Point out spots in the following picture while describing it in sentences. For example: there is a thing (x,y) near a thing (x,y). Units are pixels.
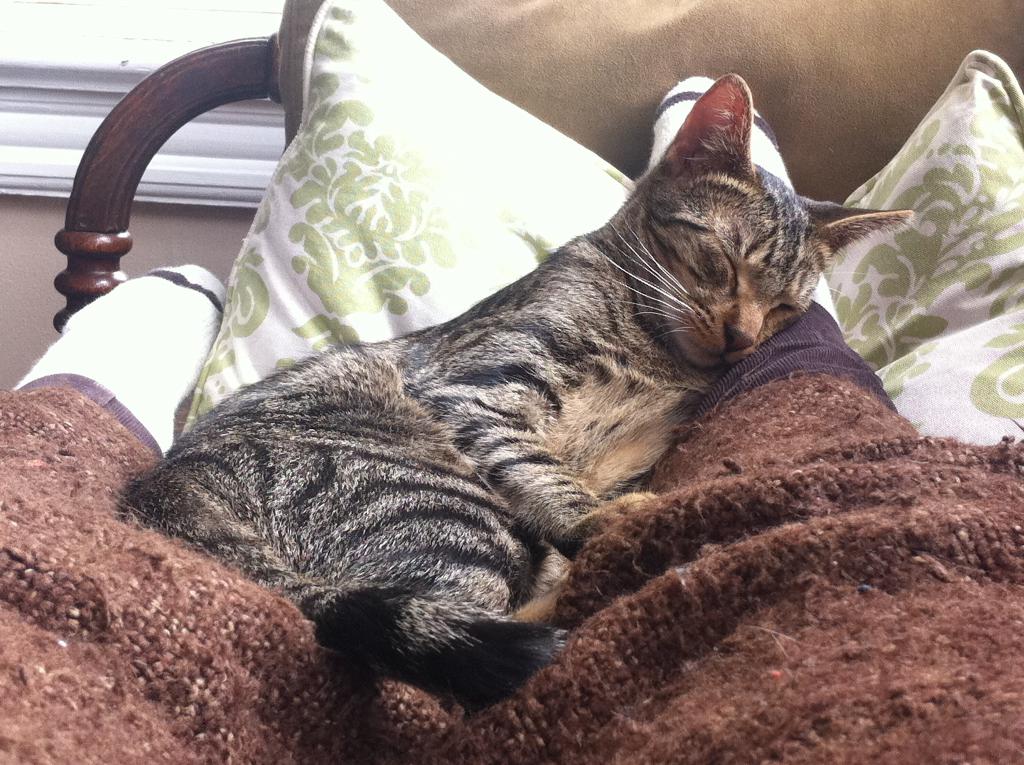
In this image in the center (592,469) there is one person's legs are visible, and on the person (122,406) there is cat (575,489) sleeping. And there is a blanket (125,618), pillows (267,260) and bed (246,66), and in the background (113,75) there is a window (145,25) and wall (44,269).
